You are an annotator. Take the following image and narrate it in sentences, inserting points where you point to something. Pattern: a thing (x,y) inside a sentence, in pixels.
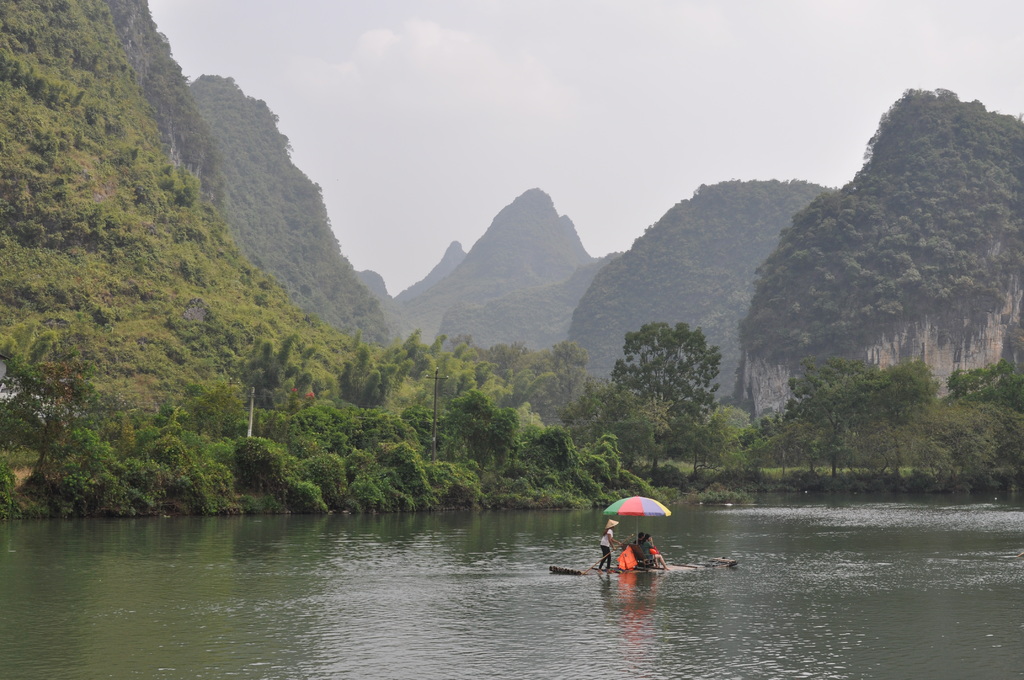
In this image, we can see persons (608,536) and umbrella (638,503) on the handmade boat (630,549). There are some trees (451,400) and hills (673,265) in the middle of the image (493,411). There is a sky (448,174) at the top of the image (427,54).
